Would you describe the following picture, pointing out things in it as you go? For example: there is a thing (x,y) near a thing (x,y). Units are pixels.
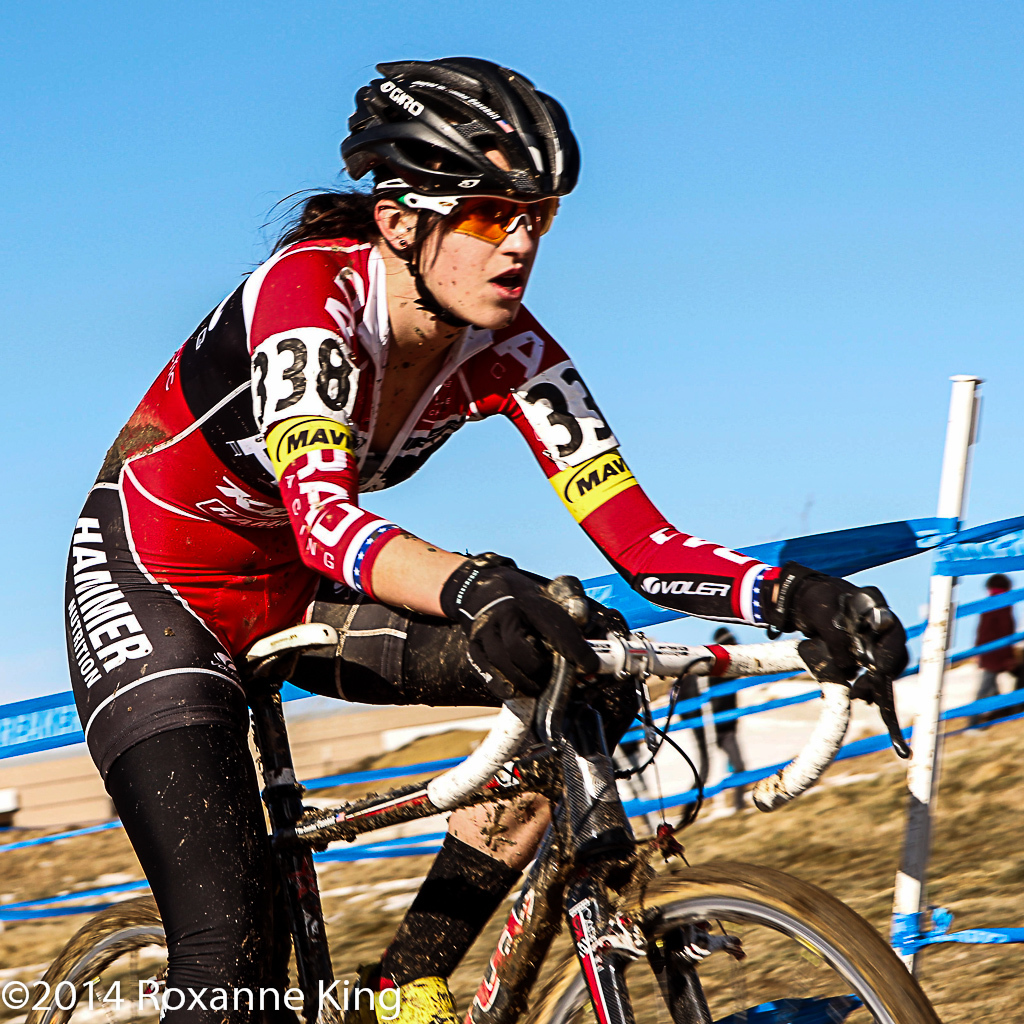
In the center of the image (549,396), we can see a lady (422,278) wearing helmet (487,178) and riding on the bicycle (467,799). In the background (758,553), there are poles (926,671) and we can see ribbons (852,552) and some other people (999,634). At the bottom (858,839), there is ground (837,848) and we can see a text (259,999). At the top (690,180), there is sky (636,163).
